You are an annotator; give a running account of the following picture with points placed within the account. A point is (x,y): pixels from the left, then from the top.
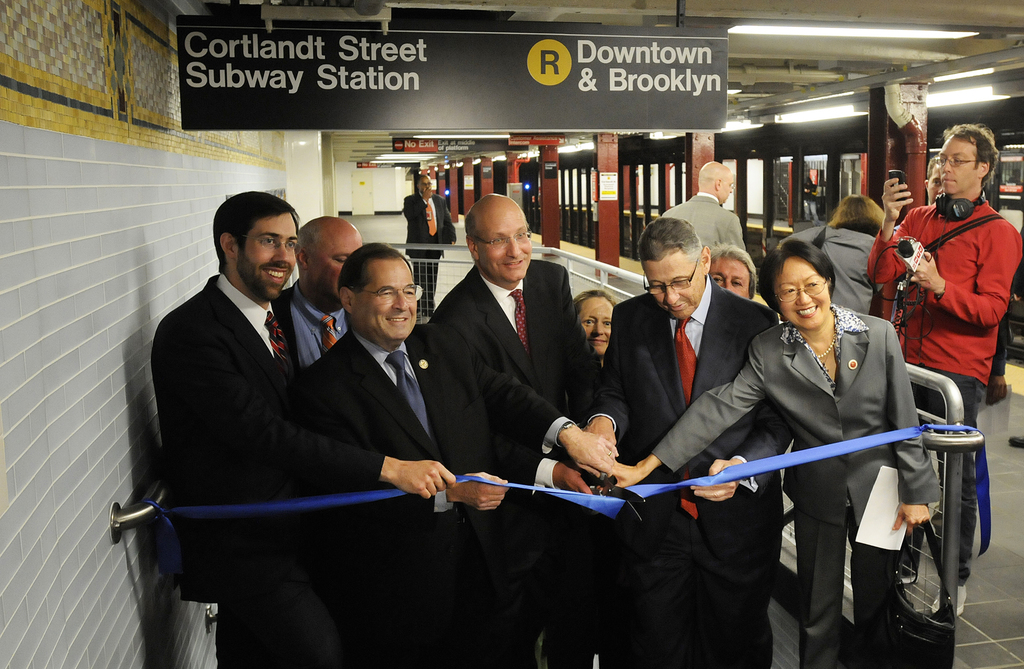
In this picture we can see the group of men (485,393) wearing a black suit (483,441) and cutting the blue ribbon (157,505). Behind we can see the man (937,237) wearing red jacket (942,261) and taking photos with mobile phone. In the background (655,151) we can see the station (746,171) and train (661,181). Above we can see the naming board (624,77) on which "Downtown and Brooklyn" is written.
